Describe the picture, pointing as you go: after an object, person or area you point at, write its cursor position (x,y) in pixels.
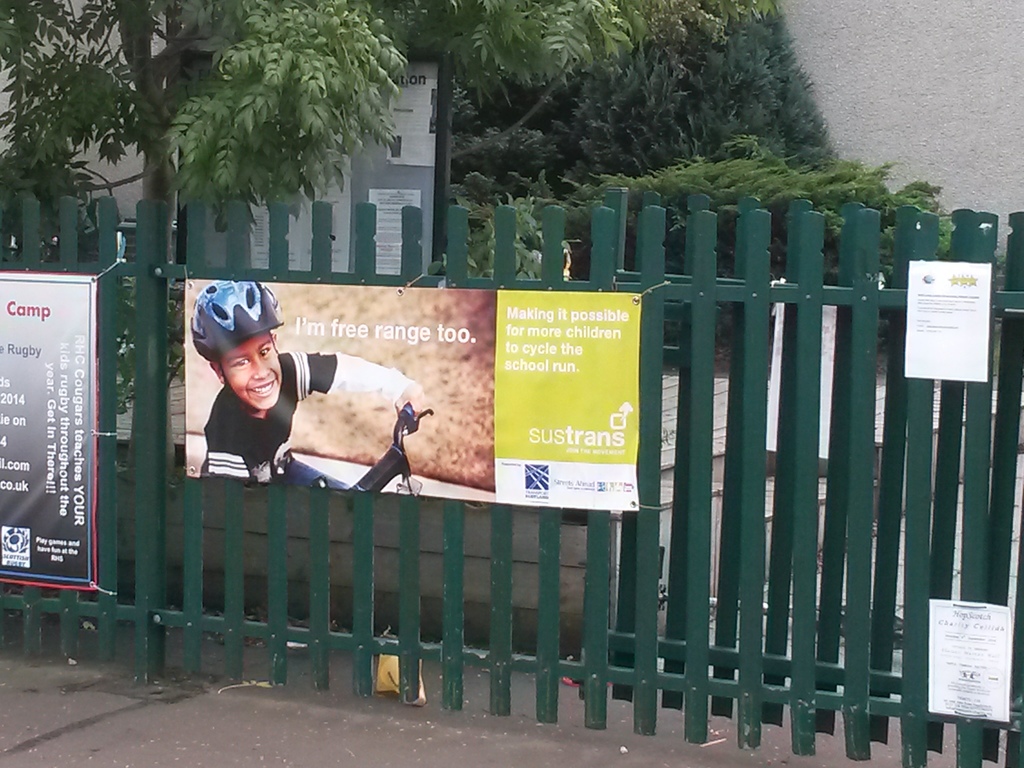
In this image I see the fencing (662,323) which is of green in color and I see few posts (485,431) and I see something is written on them and on this poster (307,351) I see a picture (288,357) of a boy (296,375) who is smiling. In the background (68,35) I see a tree (350,96) and few plants (630,176) and I see few papers (391,110) over here and I see the wall (854,155) and I see the path (253,697) over here.
